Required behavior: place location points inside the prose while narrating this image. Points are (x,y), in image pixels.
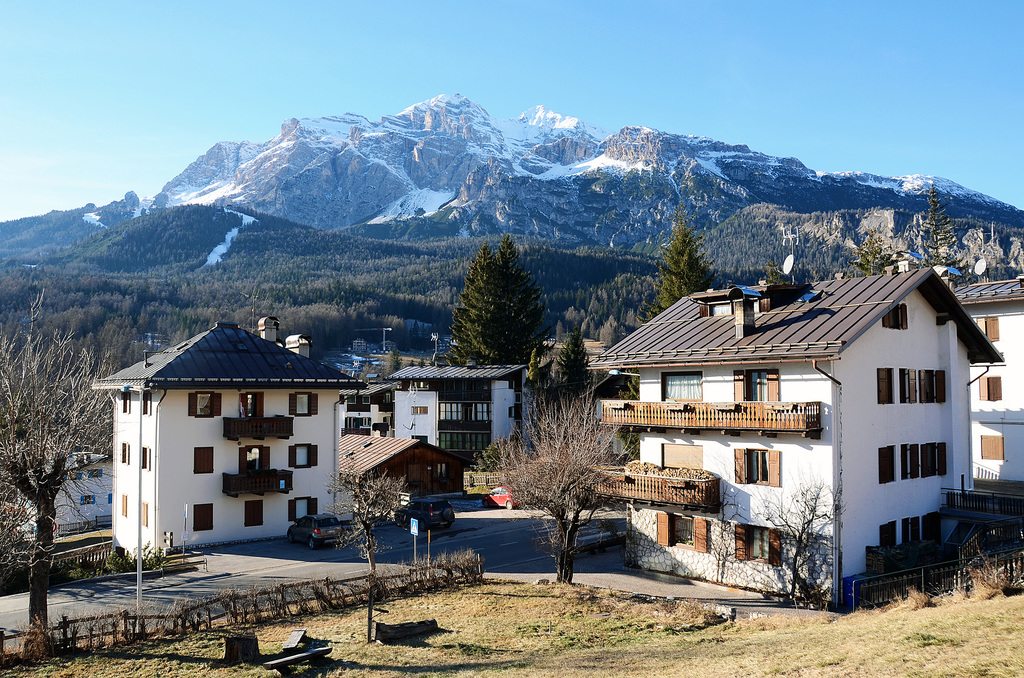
In this picture I can observe buildings (744,455) and trees (443,295). In the background (480,154) there are mountains (421,156) and sky (552,88).
